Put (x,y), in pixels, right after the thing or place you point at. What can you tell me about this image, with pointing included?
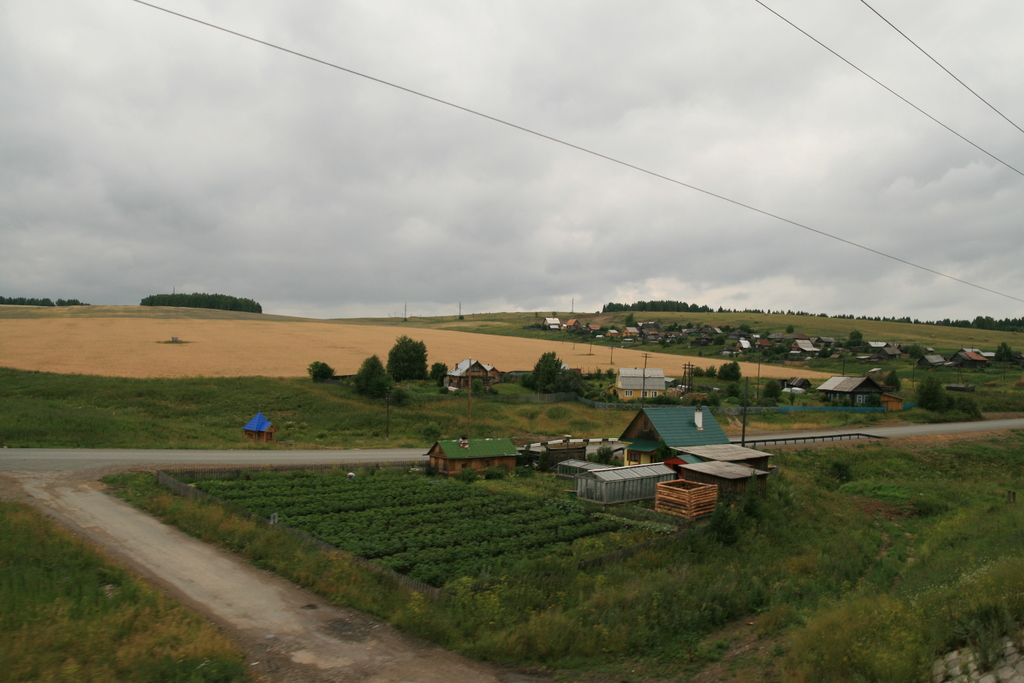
It is the scenery in which there are small houses (643,455) in the middle (549,450) and there are plants (608,533) around the houses (494,466). Behind the houses (437,456) there is a road (256,456). At the top (516,53) there is sky (517,37). On the left side (204,318) there is a ground (200,330). There are so many houses (595,328) and there are trees (841,353) in between them on the right side (843,341).
